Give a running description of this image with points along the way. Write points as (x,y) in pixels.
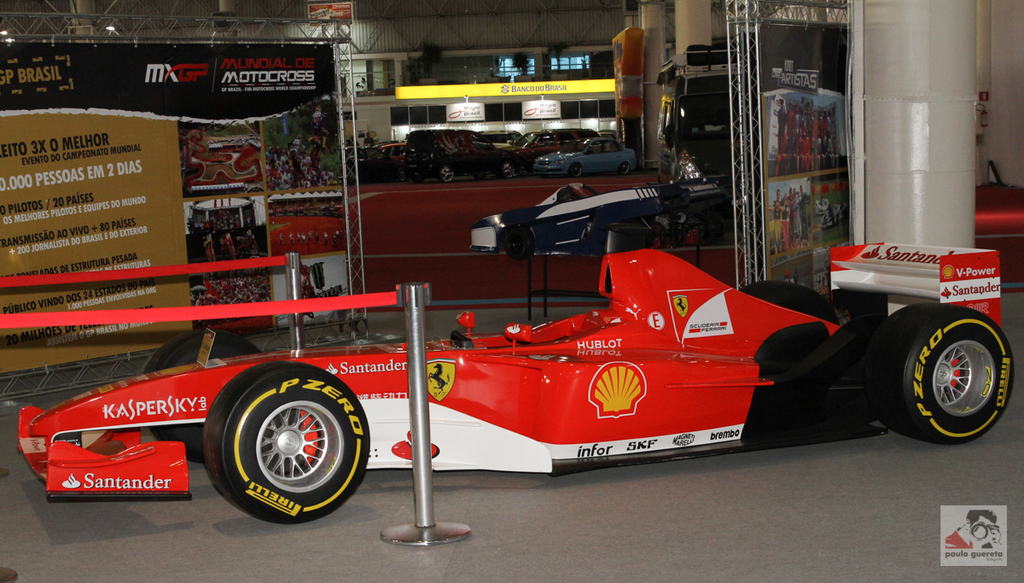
In this image we can see a red race car (391,353) on the floor (696,510). In the background (287,176) we can see hoardings (184,147) with text (104,190) and images (221,183). Image also consists of many cars (431,152). There is a white pillar (920,169) and a red carpet (405,234) on the floor (514,317). At the bottom (989,533) there is logo (977,529).
